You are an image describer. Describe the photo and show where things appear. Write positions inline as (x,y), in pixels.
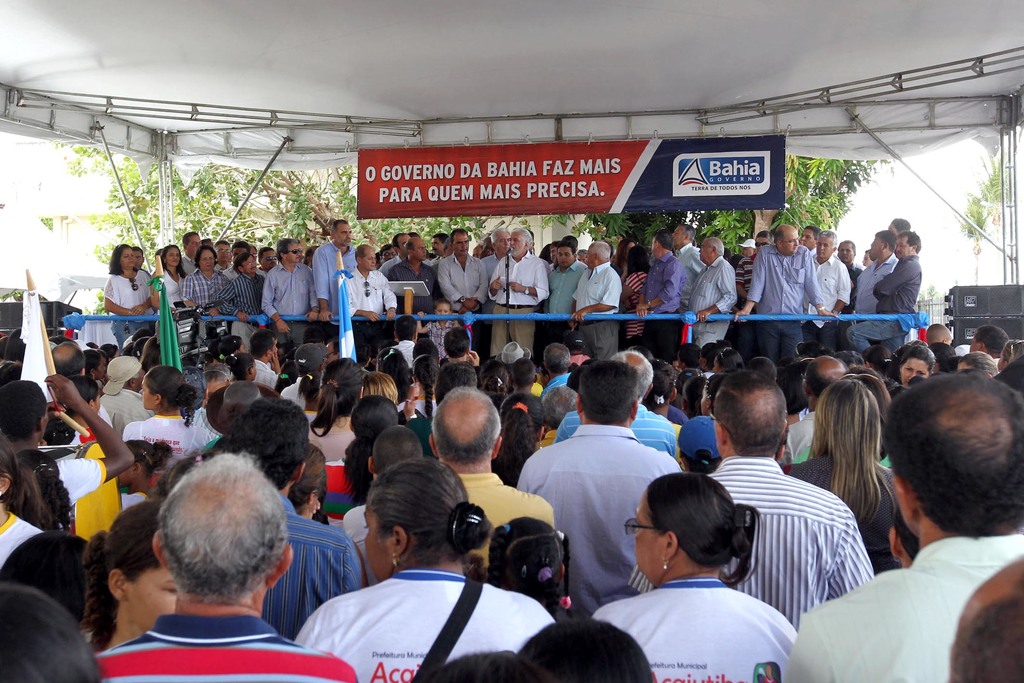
This picture is clicked under the tent (301,42). In the foreground (140,490) we can see the group of persons (486,466) seems to be standing and we can see a person (515,248) wearing white color shirt (526,265), standing and seems to be talking and we can see a microphone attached to the metal stand (508,265) and we can see the metal rods (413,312), speakers (971,293) and some other objects (78,323) and we can see the flags (40,327). In the background (463,199) we can see the trees (455,225), text (493,186) on the banner (480,157), metal rods (184,126) and many other objects (414,287).
